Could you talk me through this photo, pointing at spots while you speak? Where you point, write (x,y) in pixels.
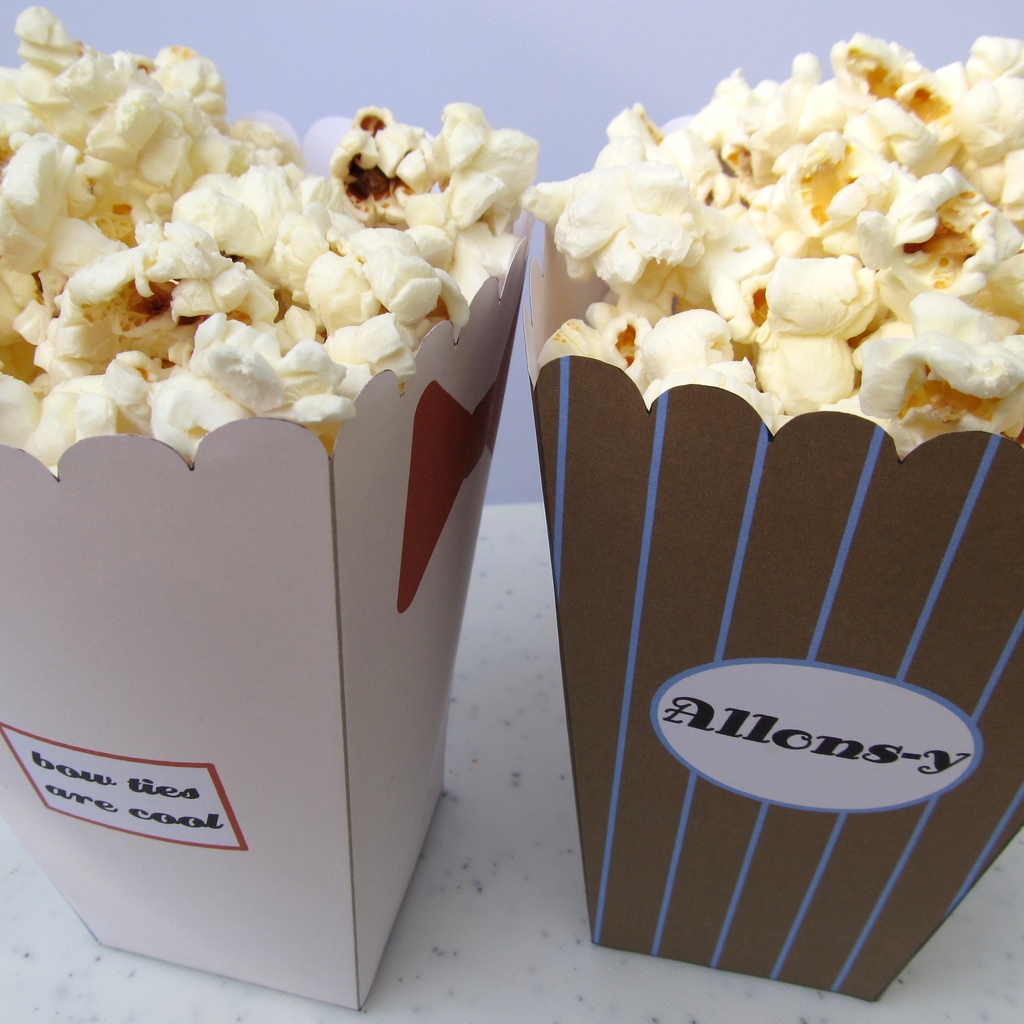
In the foreground of this image (499,392), there are popcorn (761,275) in a cardboard (609,684) placed on a surface (585,959). In the background (537,50), there is a wall (541,45).
